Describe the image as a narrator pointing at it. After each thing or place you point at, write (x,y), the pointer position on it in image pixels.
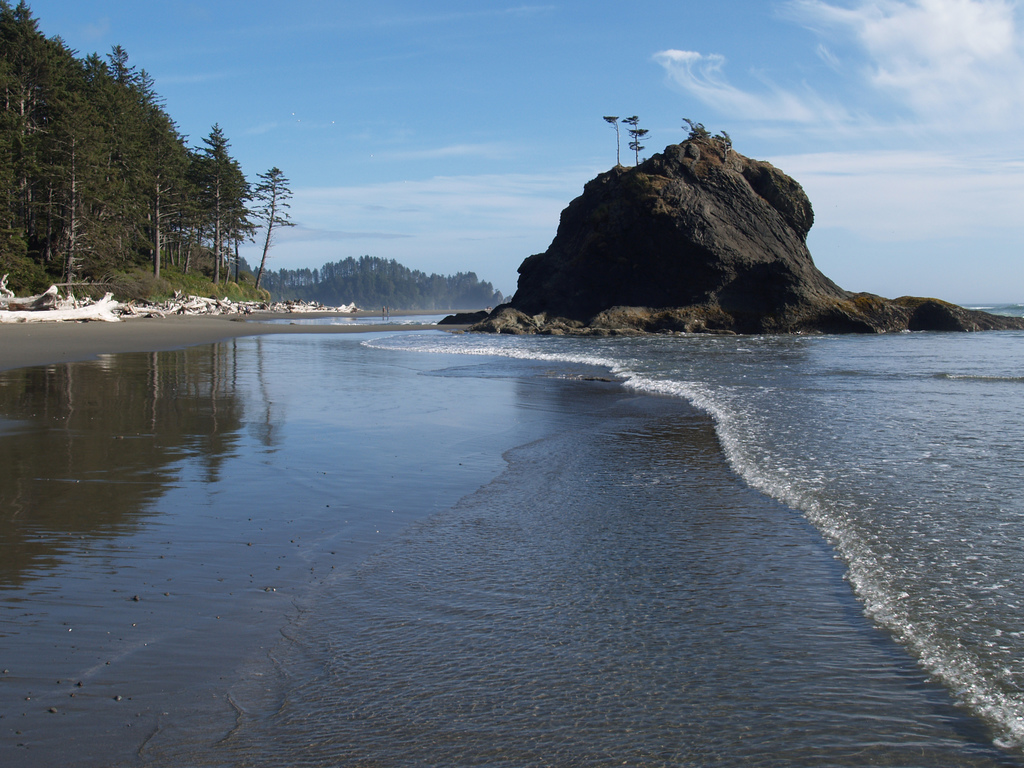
In the image there is a water surface (601,337) and behind that there is a hill (621,241) and trees (97,216).
